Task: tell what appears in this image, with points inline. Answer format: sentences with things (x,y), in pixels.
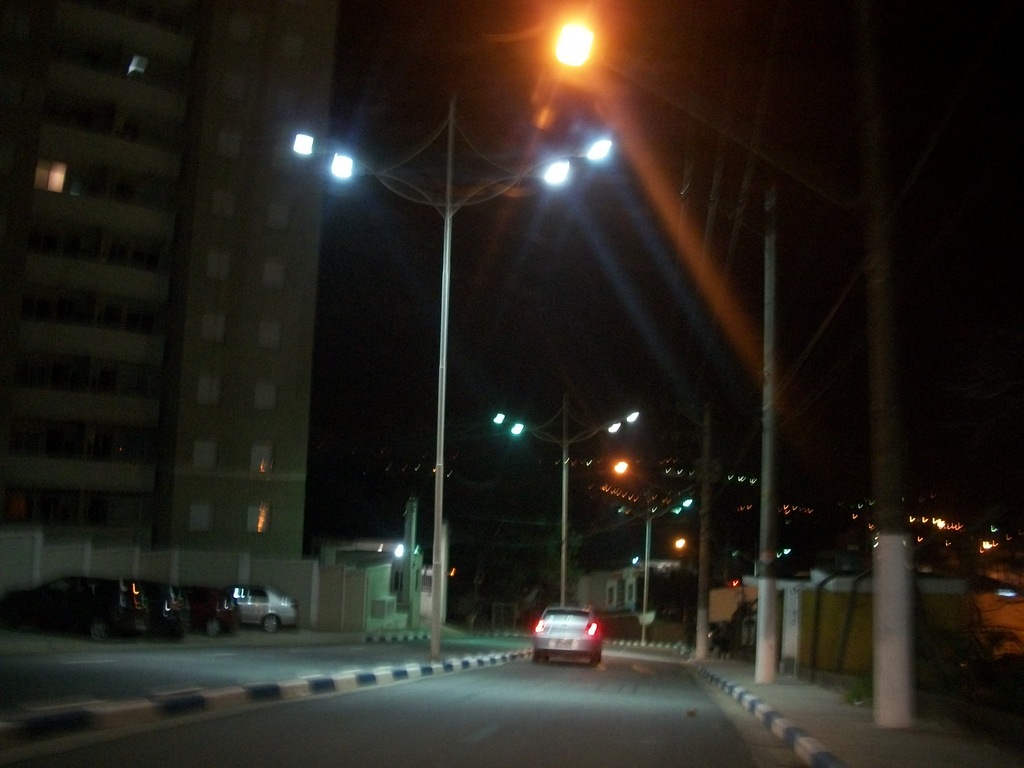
In this image, I can see the streetlights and vehicles (128,612) on the road (595,684). On the left side of the image (179,517), I can see a building (104,426). On the right side of the image (894,572), there are current poles (705,488) with wires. There is a dark background (526,296).
